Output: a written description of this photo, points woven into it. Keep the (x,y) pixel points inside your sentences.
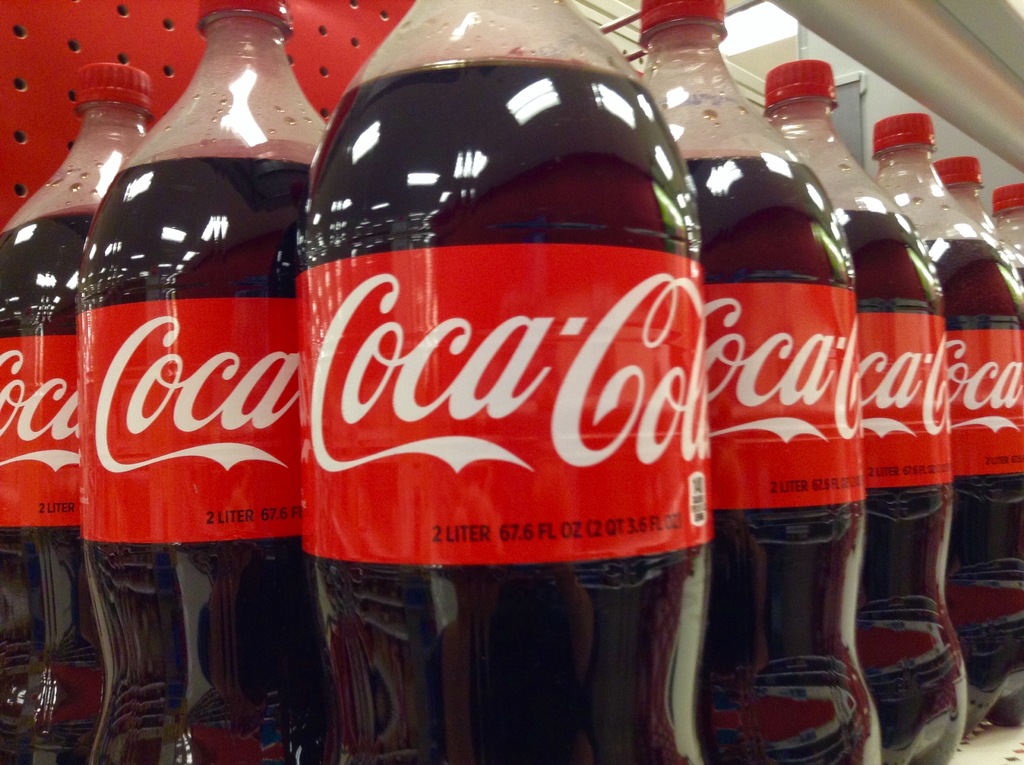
Here we can see coca-Cola bottles (661,738) placed.
